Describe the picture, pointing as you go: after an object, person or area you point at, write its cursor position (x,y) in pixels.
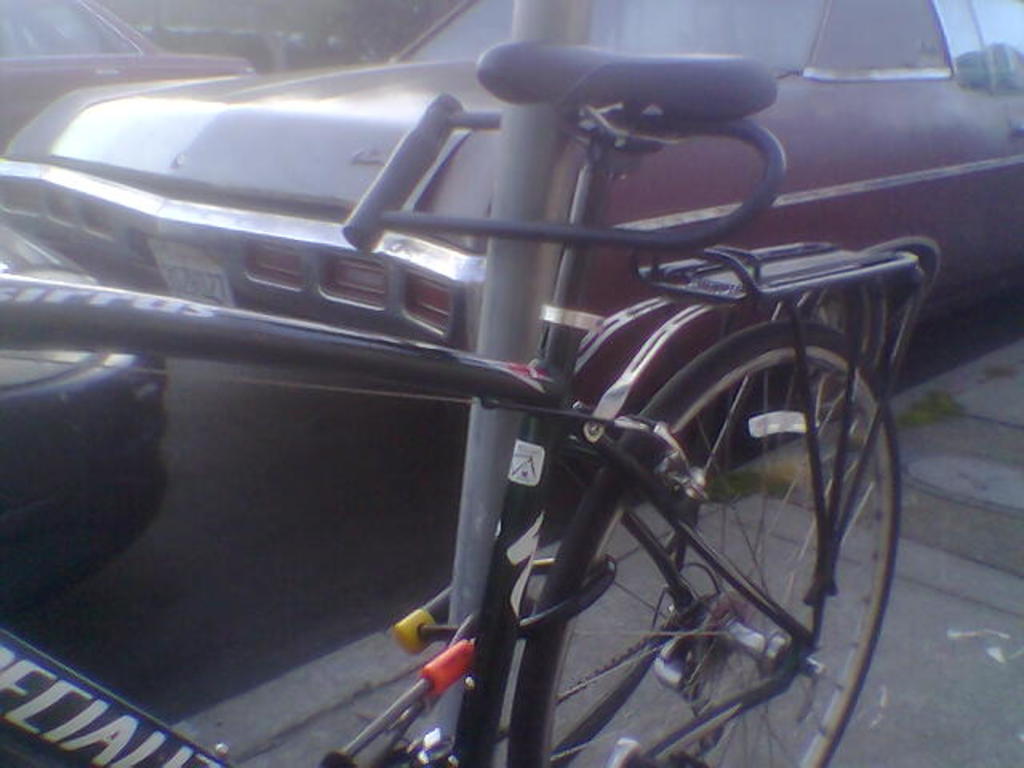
In this image I can see a bicycle (688,636) which is black in color on the sidewalk (647,580). I can see the road (268,523) and a car (835,180) which is red in color on the road (262,538). In the background (84,8) I can see few other vehicles (34,52) and few trees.
